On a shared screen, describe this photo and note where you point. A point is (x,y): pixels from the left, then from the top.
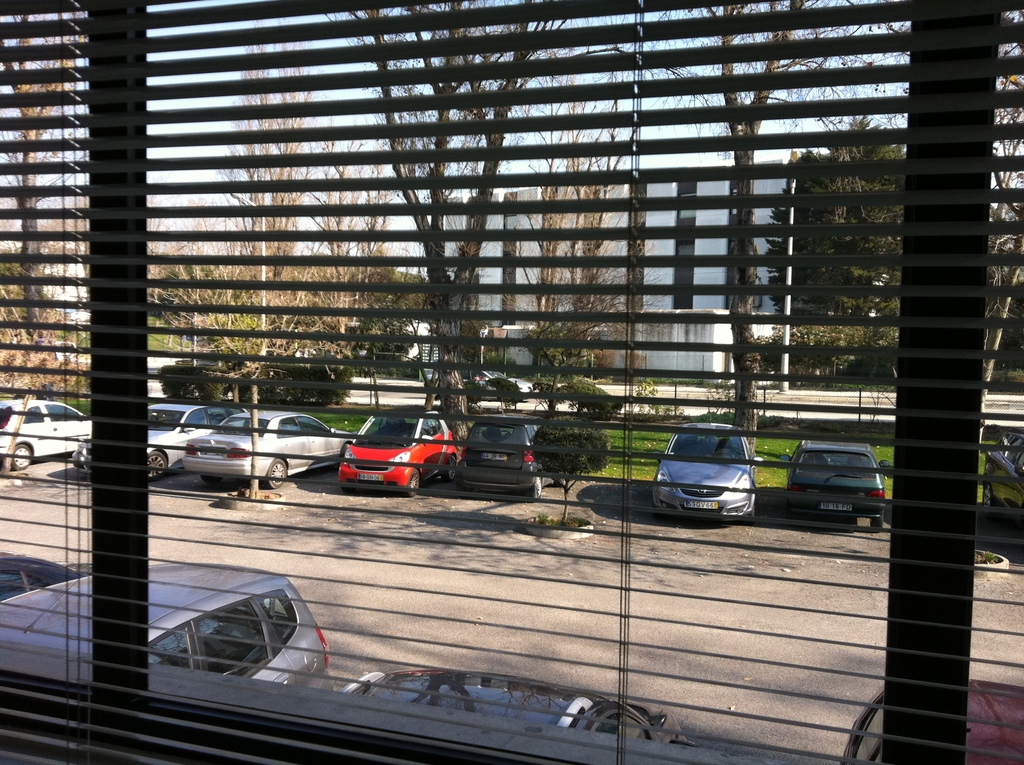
This picture is taken inside the window (281,565). Outside of the window (489,533), we can see some vehicles (217,593) which are placed on the road (701,594), trees (867,360), building (519,336), glass window (645,230), pole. At the top (376,65), we can see a sky (358,45), at the bottom (528,565), we can see a road (445,499) and a grass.
